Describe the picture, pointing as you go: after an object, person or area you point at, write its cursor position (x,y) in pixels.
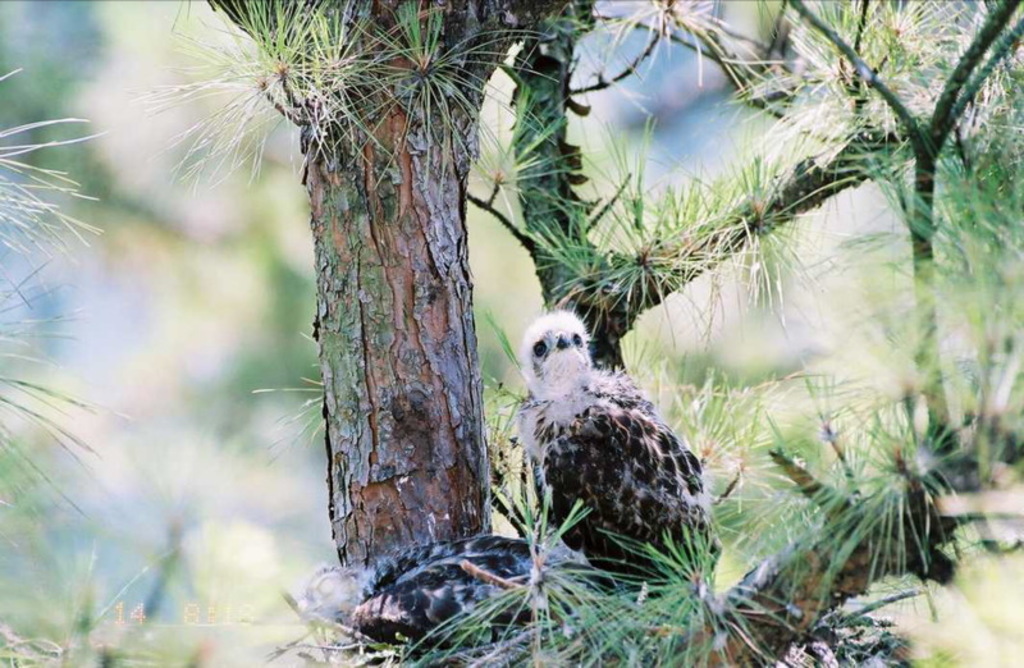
In the picture there is a bird (571,546) standing on the branch (627,582) of a tree (437,334) and the background of the tree (323,191) is blur.
